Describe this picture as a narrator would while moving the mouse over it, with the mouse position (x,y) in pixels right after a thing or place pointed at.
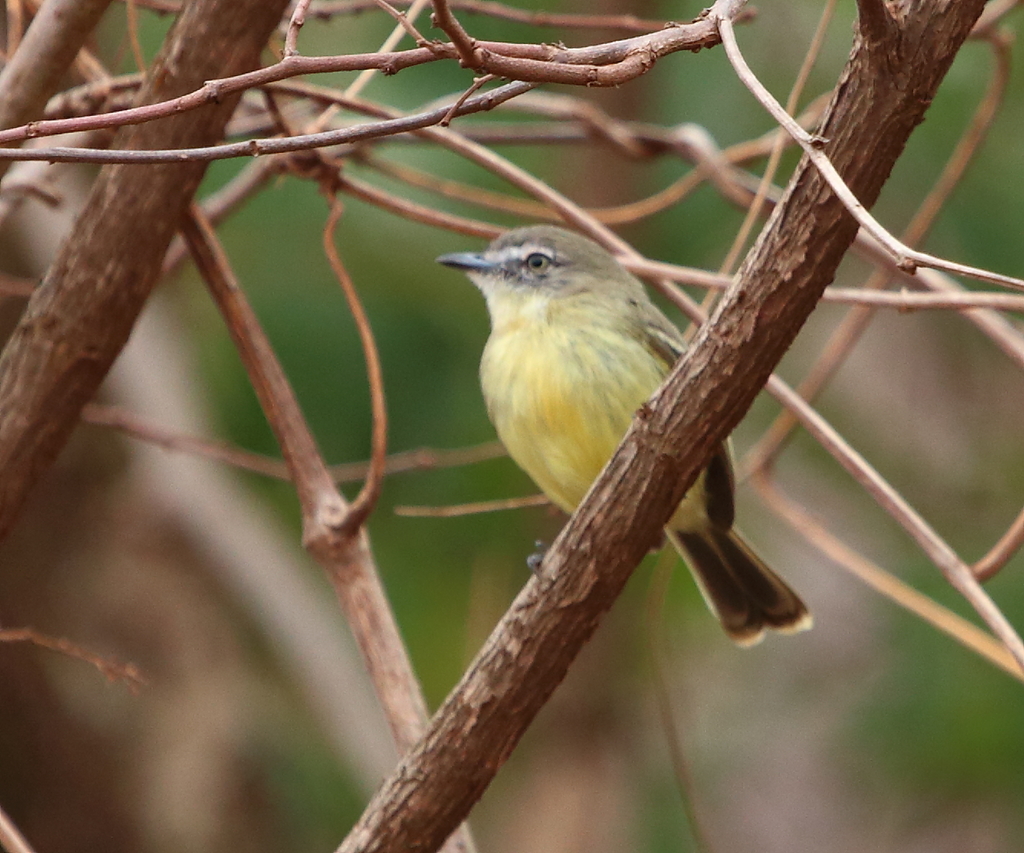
In this image there is a bird (513,275) in the branches (663,454).
